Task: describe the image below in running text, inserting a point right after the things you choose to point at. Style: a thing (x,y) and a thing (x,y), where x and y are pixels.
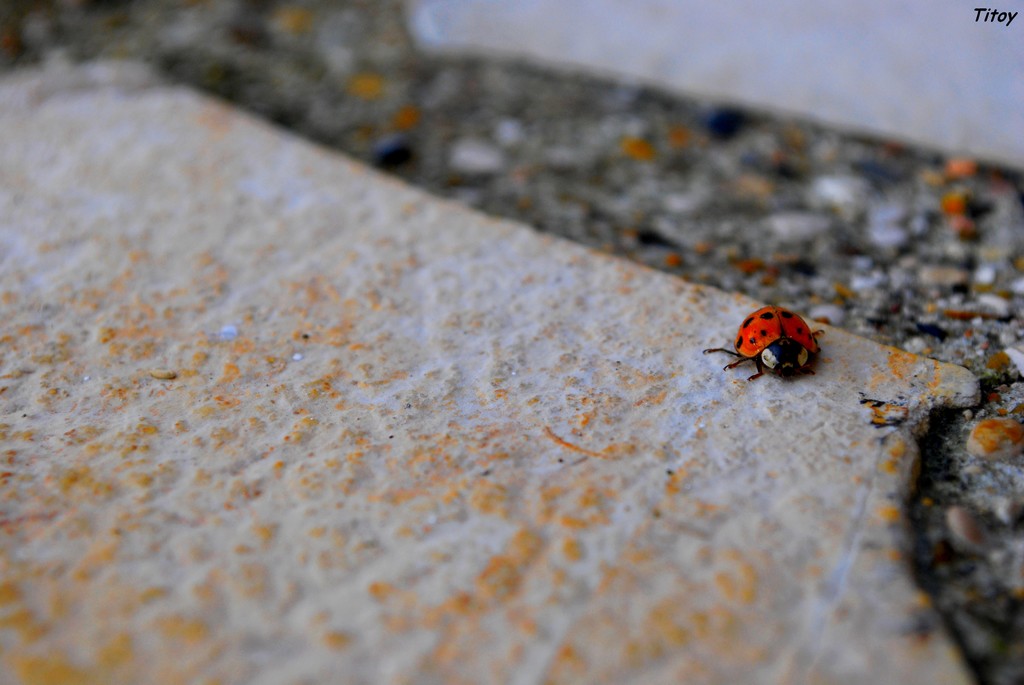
In this image we can see an insect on the surface (445,407).
